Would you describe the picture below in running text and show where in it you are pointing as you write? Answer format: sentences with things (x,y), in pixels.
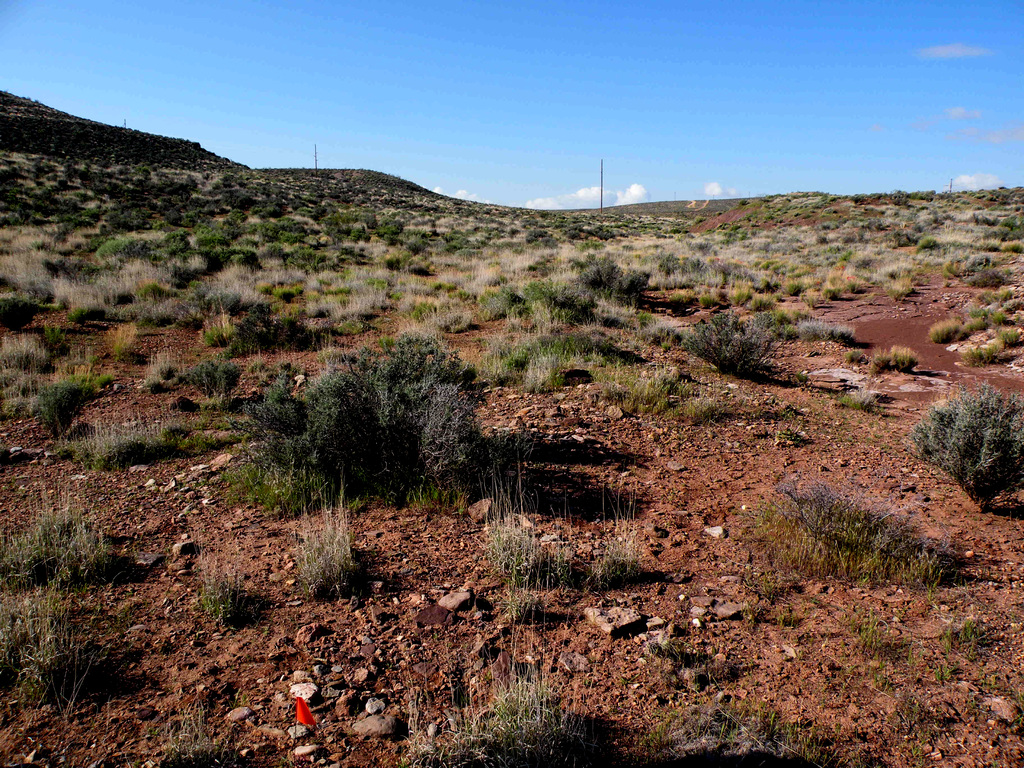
In this image we can see a hill (451,524) with a group of plants (357,482). In the middle of the hill (600,220) there are some pole (601,203) with a clear sky (685,185) at the top of the image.
